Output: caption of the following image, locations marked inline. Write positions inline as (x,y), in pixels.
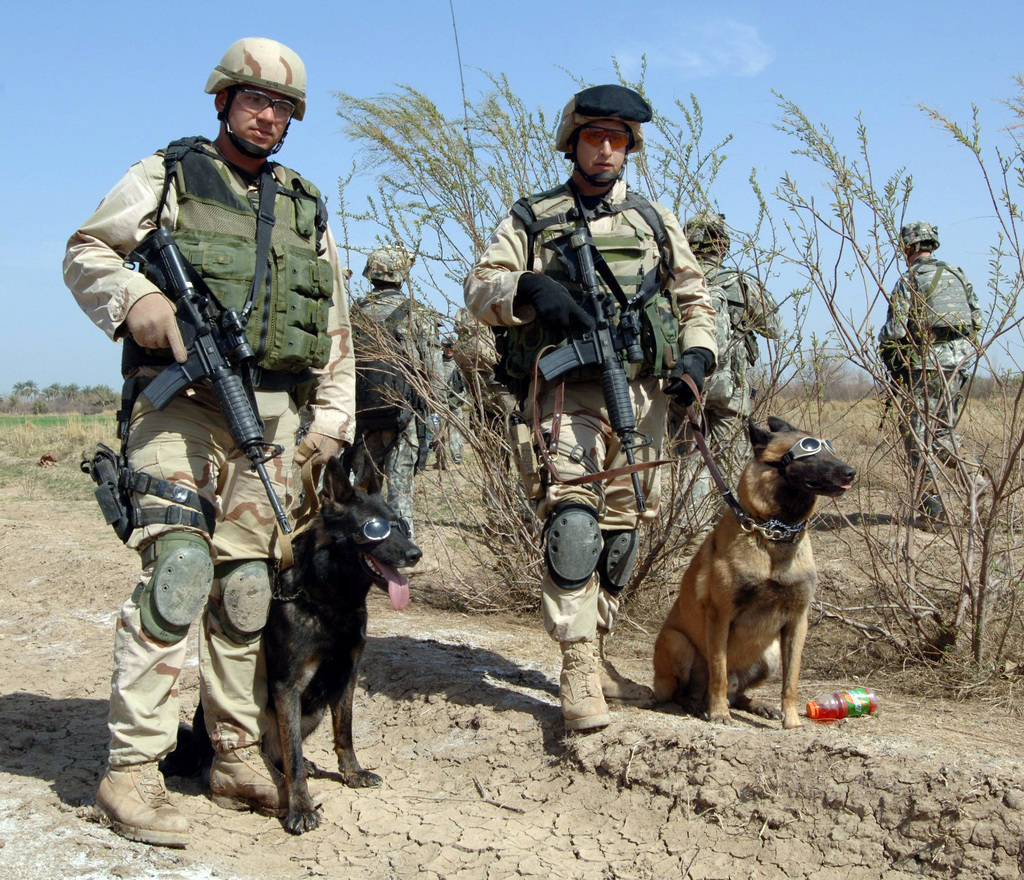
In this picture we can see a group of people (156,694), dogs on the ground (485,779), they are wearing helmets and some people (501,399) are holding guns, some people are wearing bags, here we can see a bottle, trees (885,209) and we can see sky (770,280) in the background (938,148).
